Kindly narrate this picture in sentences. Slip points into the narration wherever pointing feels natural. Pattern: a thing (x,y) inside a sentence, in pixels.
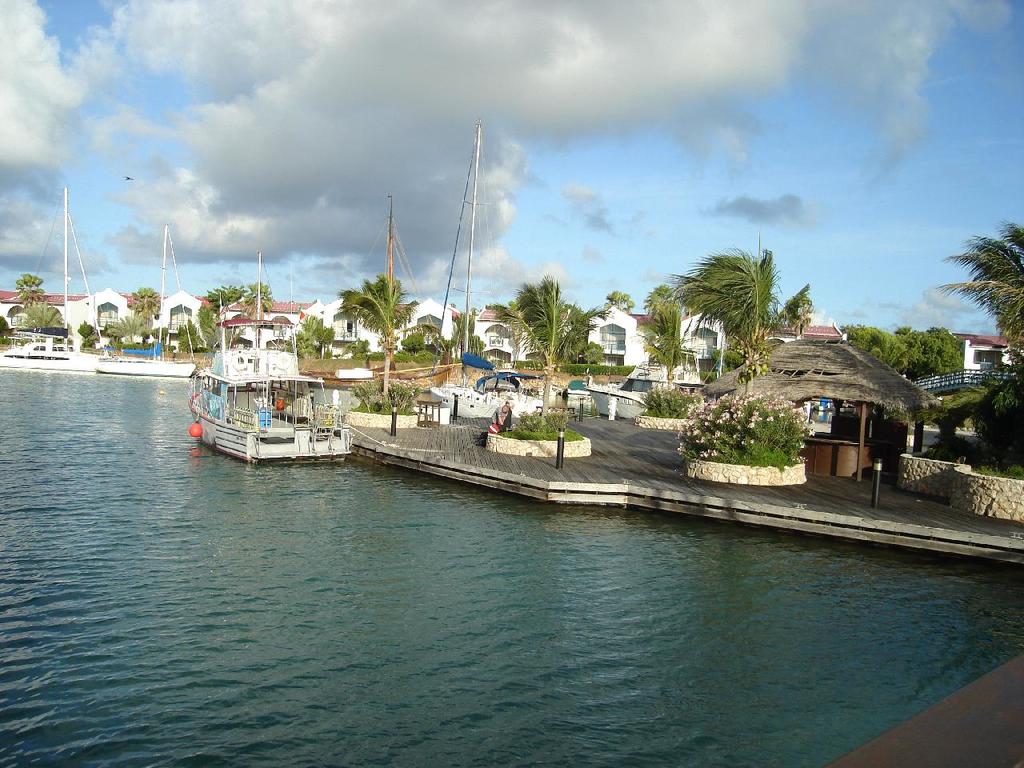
In this image, I can see the boats (231,351) on the water (198,546). This looks like a wooden platform (620,463). I can see a tree (744,434) with flowers (733,433). These are the houses (273,304) and the trees (755,304). This looks like a hut (875,430). I can see a person (493,422) sitting. These are the clouds (537,10) in the sky (509,17).
